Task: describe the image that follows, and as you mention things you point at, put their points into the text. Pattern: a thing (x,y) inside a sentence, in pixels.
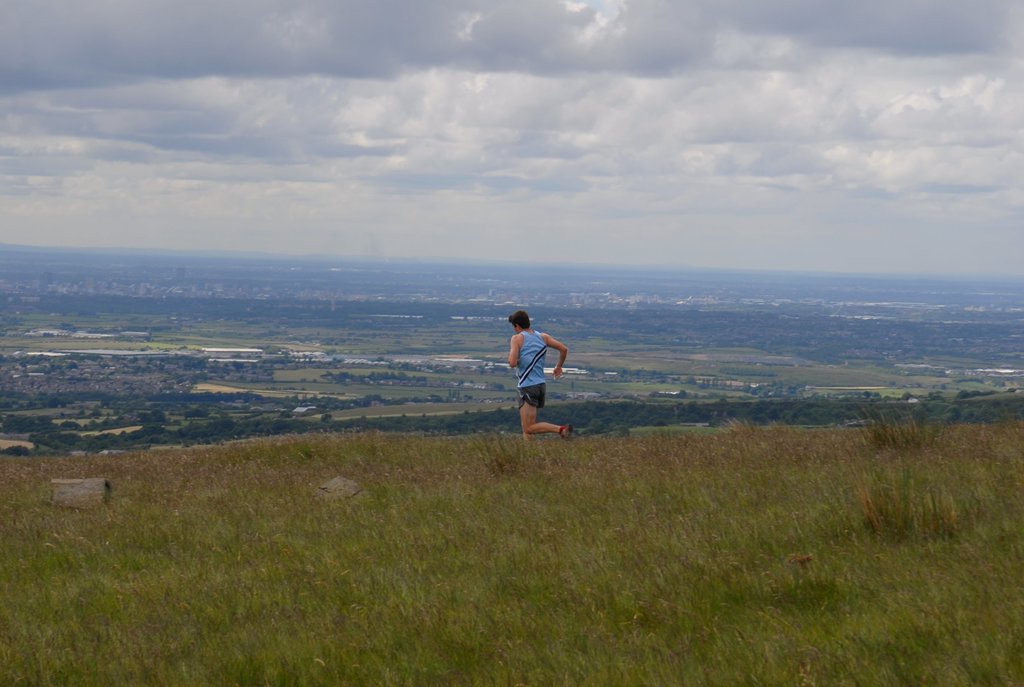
In this picture we can see a man (517,329) running on the ground (385,445), grass (442,602), trees (439,427) and in the background (126,191) we can see the sky (748,101) with clouds (586,88).
